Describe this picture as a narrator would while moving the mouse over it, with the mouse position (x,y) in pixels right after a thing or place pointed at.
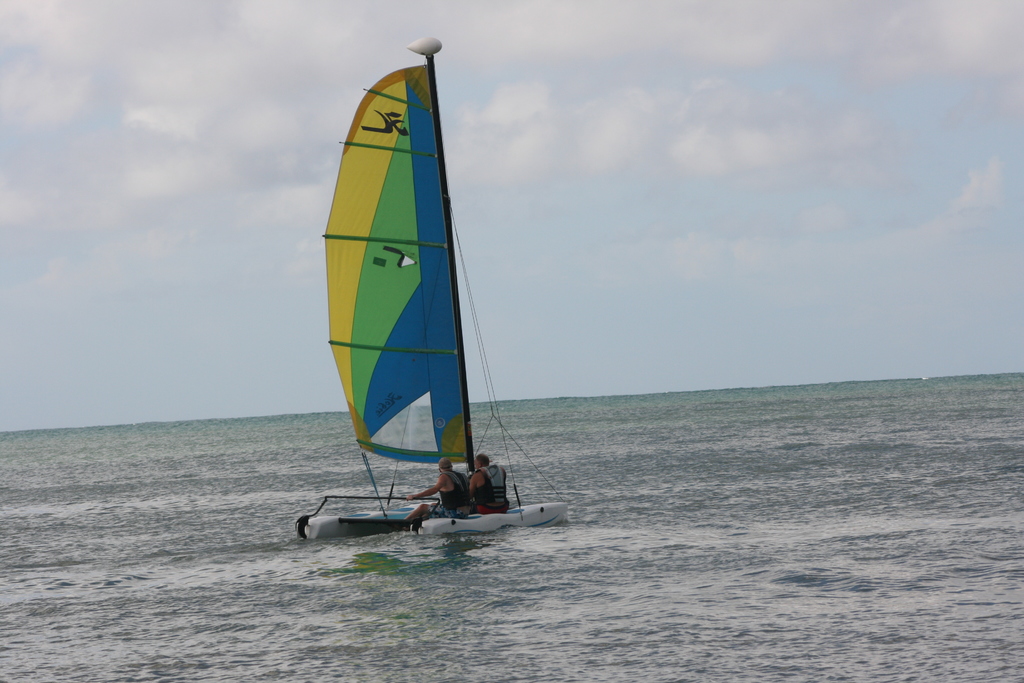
This image consists of water (440,543) and there is a boat (450,437) in the middle (463,437). There are two persons (475,472) in that boat (409,511). There is sky (74,145) at the top (480,161).
